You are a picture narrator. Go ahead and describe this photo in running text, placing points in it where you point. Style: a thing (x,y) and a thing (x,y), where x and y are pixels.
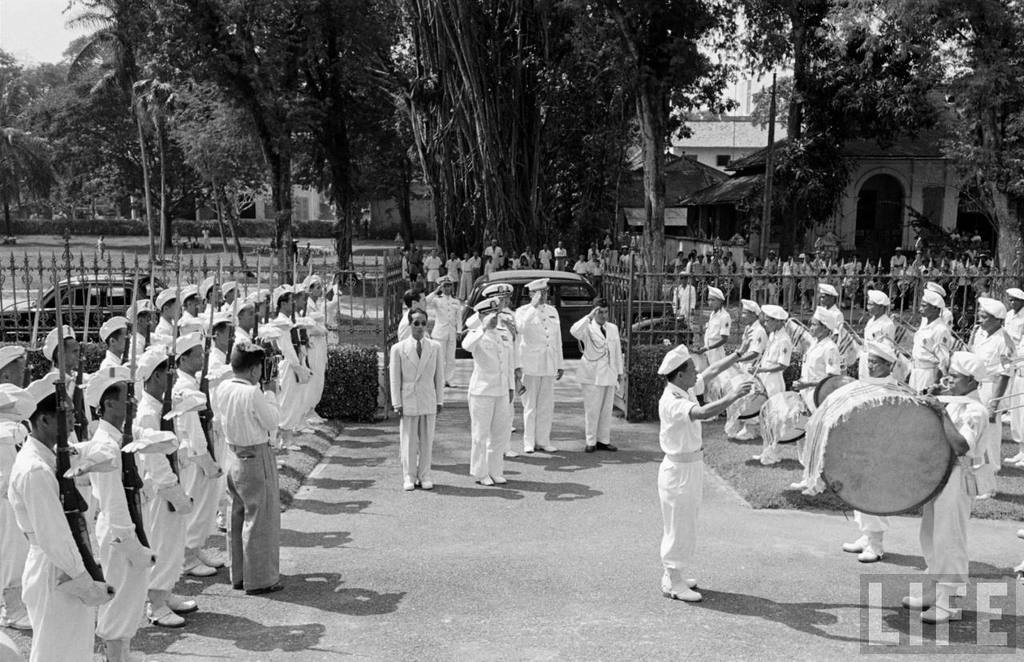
In this image there are few officers (471,320) performing a drill by holding the drums (950,455) and guns (60,491) in their hands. Behind them there is a fence (14,272). There are cars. there are few people (723,263). In the background of the image (558,181) there are trees (577,156), buildings (747,170) and sky (55,22).
